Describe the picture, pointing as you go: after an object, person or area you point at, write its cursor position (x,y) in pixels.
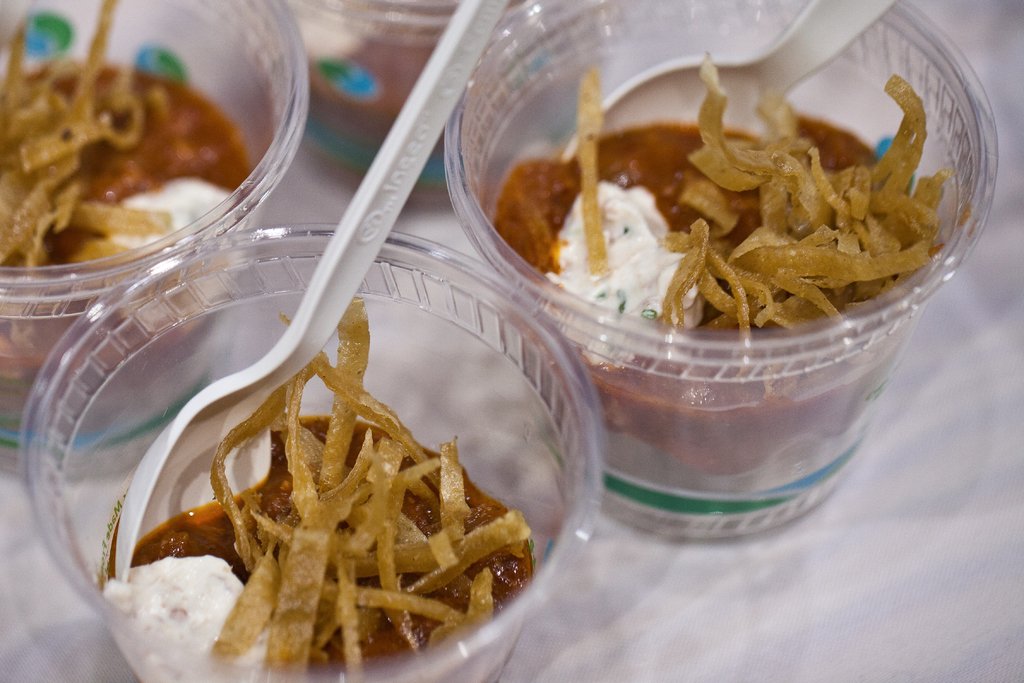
In this image there are four transparent cups (497,262) in which there is food (530,238) and also a spoon (331,296) in it.
